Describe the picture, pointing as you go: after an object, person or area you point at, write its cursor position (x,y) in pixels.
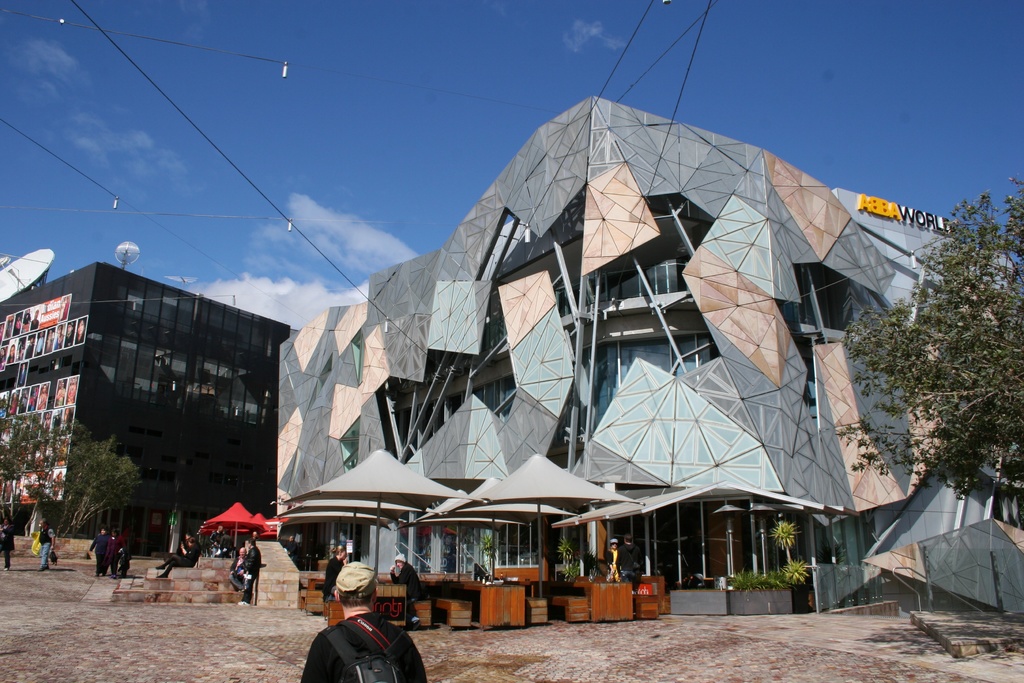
In this picture there is a 3D design building (609,431) in the middle of the photograph (518,443). In the front (508,557) bottom side there is a open restaurant (483,614) with some tables (518,604) and chairs (469,612). Beside there is a black glass building (225,503). On the front (380,677) bottom side there is a man (362,655) wearing black jacket (318,669) and backpack (374,660) is standing and looking to the building (441,425).
